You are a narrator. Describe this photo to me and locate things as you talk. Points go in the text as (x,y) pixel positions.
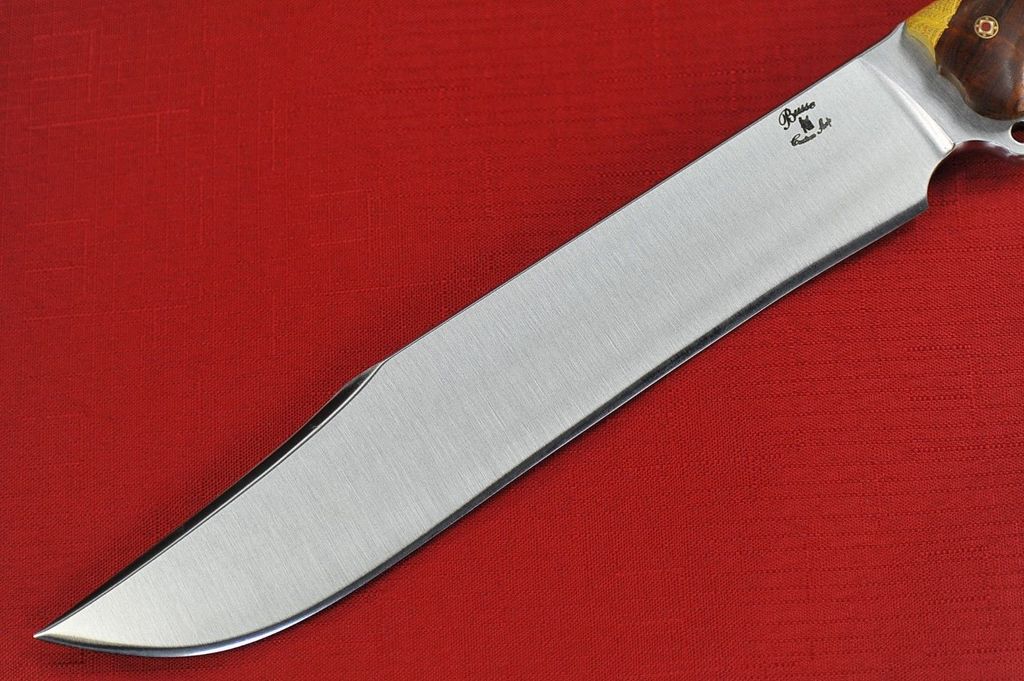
The picture consists of a dagger (536,304) on a red color cloth (436,276).
